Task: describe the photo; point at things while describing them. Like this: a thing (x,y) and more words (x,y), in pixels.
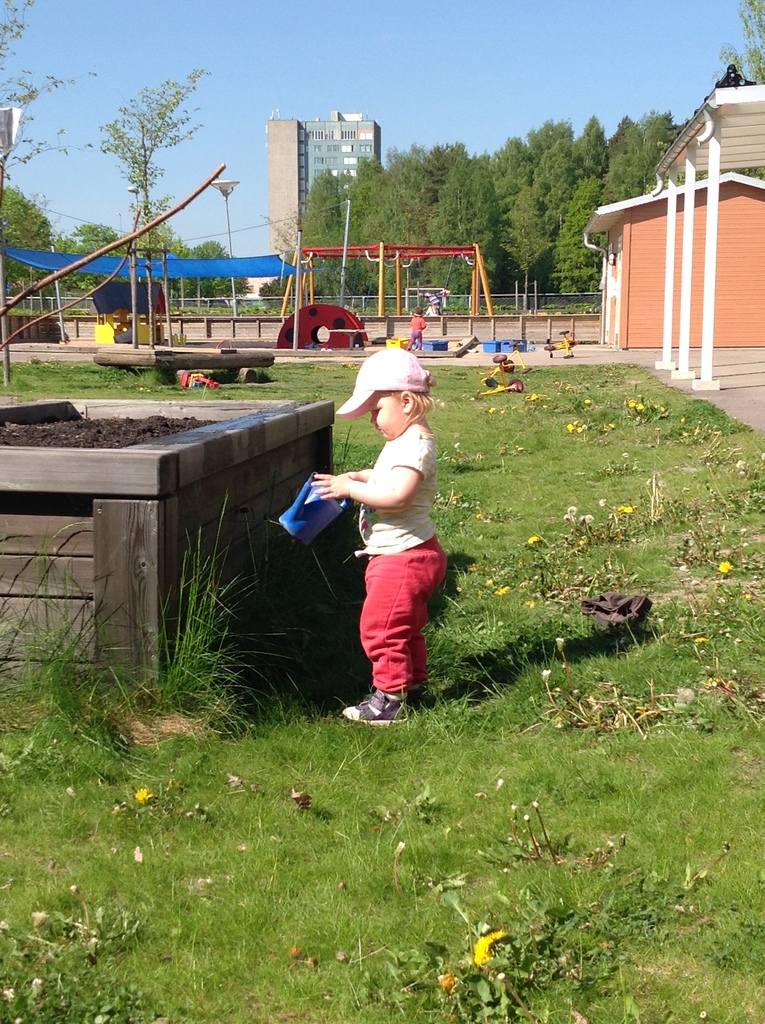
In the center of the image (413,357) there is a girl (429,382). In the background of the image (284,215) there is a building (280,228). There are trees (326,209). At the bottom of the image (305,830) there is grass (683,789). At the top of the image (669,46) there is sky (256,48).
